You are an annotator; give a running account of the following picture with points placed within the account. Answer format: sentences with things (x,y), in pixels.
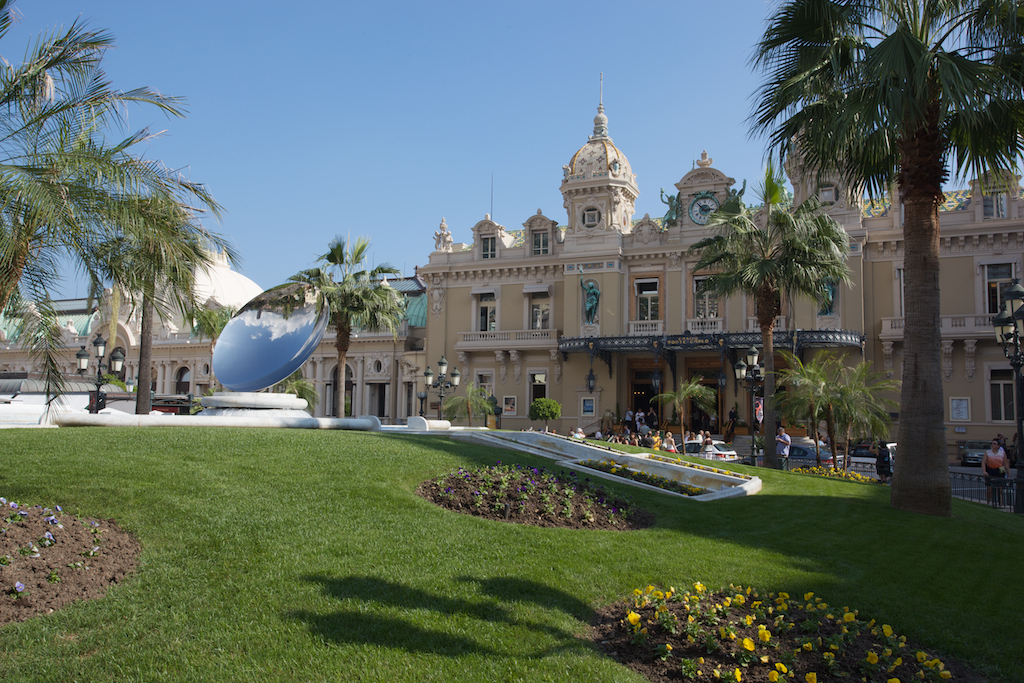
In this image in the front (436,565) there's grass (328,555) on the ground (328,555) and there are flowers (745,596). In the background (381,398) there are buildings (623,321), trees (764,440), persons (657,423) and poles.
